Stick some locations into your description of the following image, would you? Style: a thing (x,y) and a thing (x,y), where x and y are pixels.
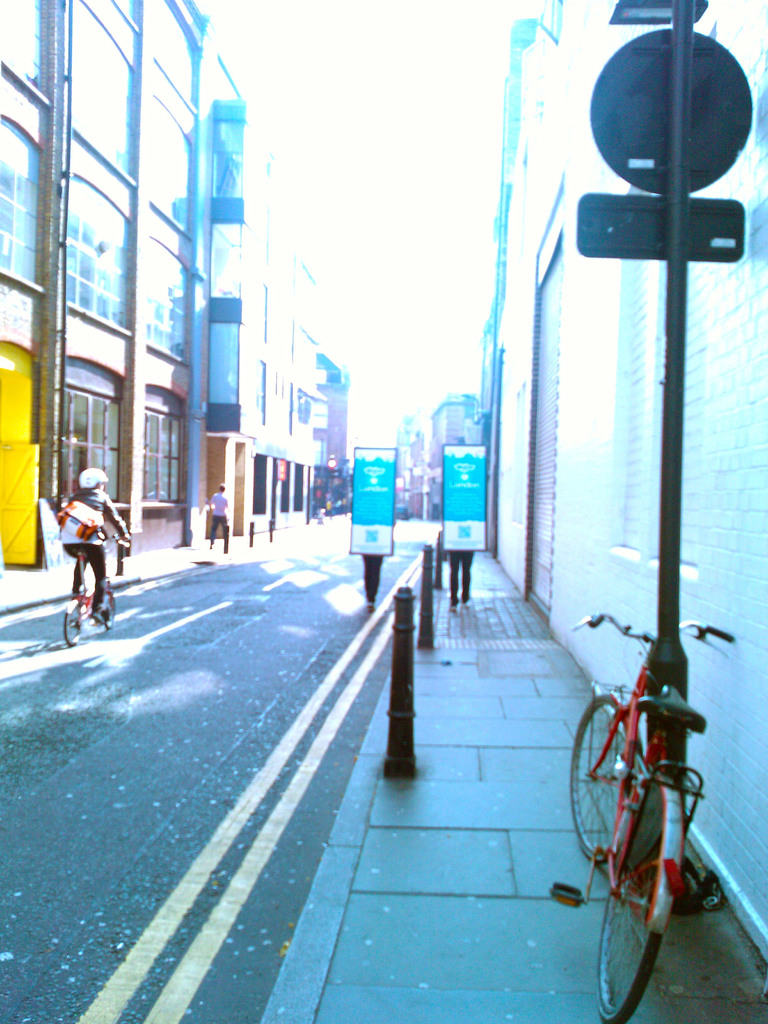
In this image we can see a road (202,621) and one person (87,500) is cycling on the road (150,765). To the both sides of the road (146,808) buildings (259,338) and pavements (161,566) are there. Right side of the image (654,780) one red color bicycle (654,779) and one pole (676,235) is present.
